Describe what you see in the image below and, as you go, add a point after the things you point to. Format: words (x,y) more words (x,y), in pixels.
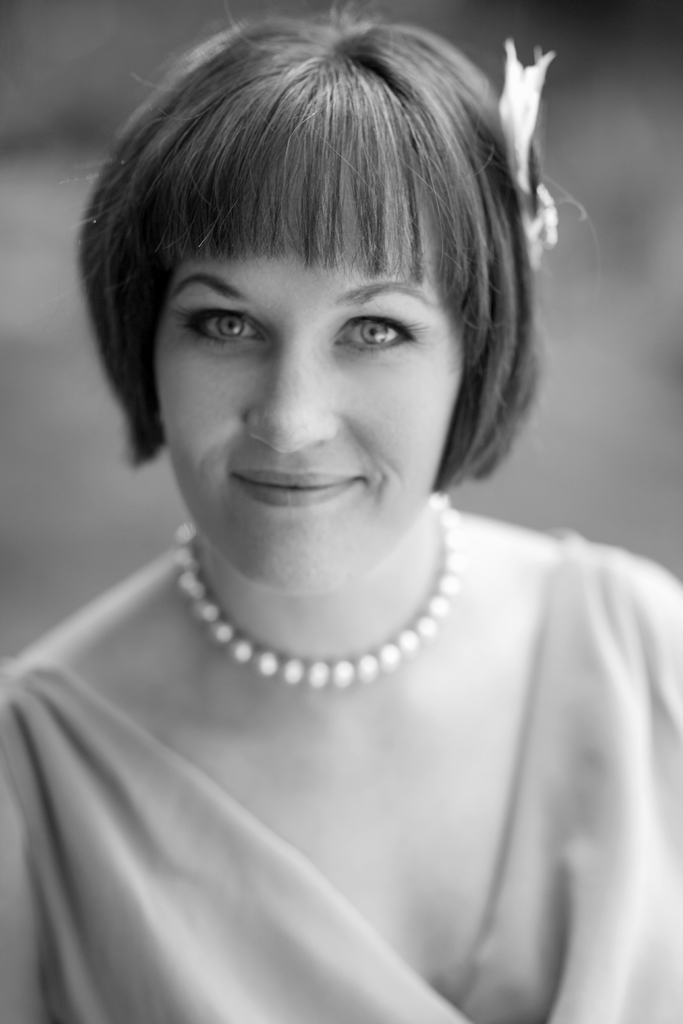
In the image we can see a woman (197,319) and she is smiling.
